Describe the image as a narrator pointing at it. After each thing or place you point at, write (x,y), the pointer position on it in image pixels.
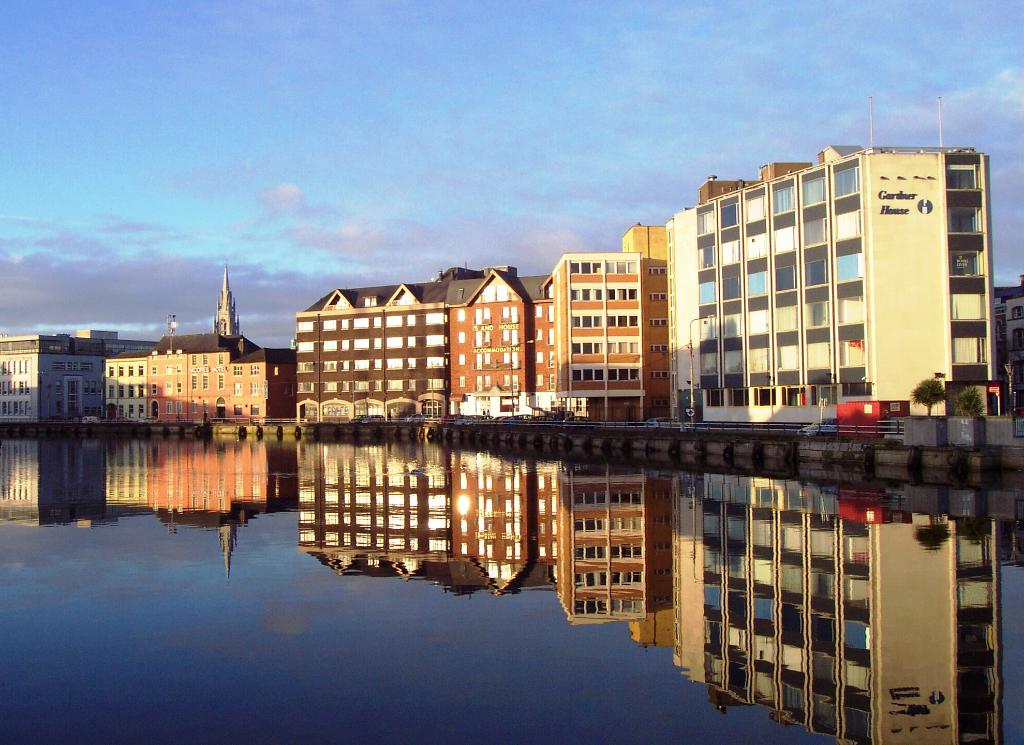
Here we can see water (275,673) and in this water (927,656) we can see reflection (673,533) of buildings (797,659). In the background (49,400) we can see buildings (49,400), plants (933,386) and sky (380,116).
